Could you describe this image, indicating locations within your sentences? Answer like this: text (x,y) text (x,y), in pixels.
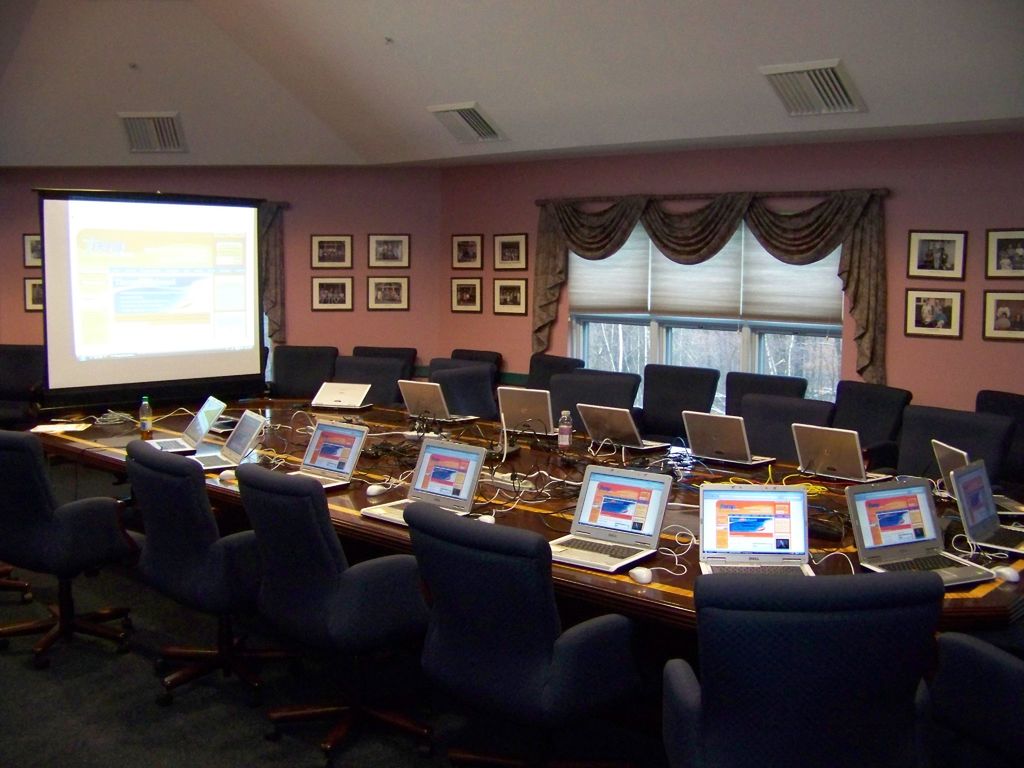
This is an image clicked inside the room (423,706). In the middle of the room (451,459) there is a table (287,448) and chairs (198,536) are arranged around it. I can see few laptops (638,511) on the table (516,497) and in the background (950,308) frames (926,319) are attached to the walls (441,290). On the left side of the image (143,267) there is a screen (148,242). On the right side of the image (751,261) there is a window (761,325) and having curtain (803,228) to it.
